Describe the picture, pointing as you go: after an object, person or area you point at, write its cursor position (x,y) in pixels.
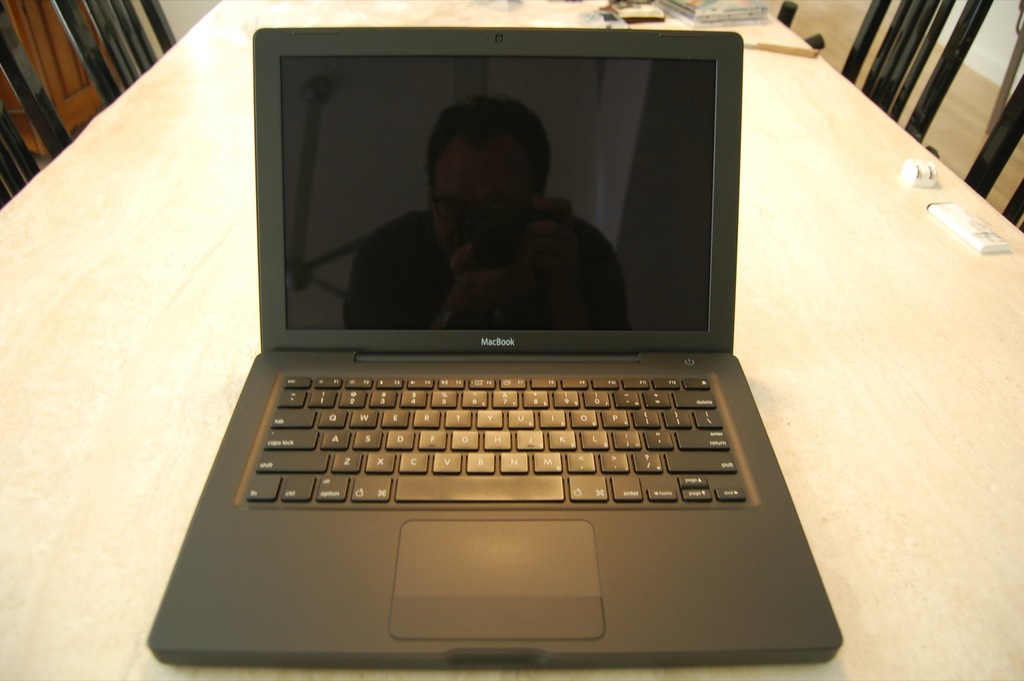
In this image, we can see a laptop (235,650) on the surface (103,289). We can also see some other objects (742,10) and chairs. We can see the reflection (506,147) of a person (445,139) on the screen (368,293) of the laptop (513,318).
